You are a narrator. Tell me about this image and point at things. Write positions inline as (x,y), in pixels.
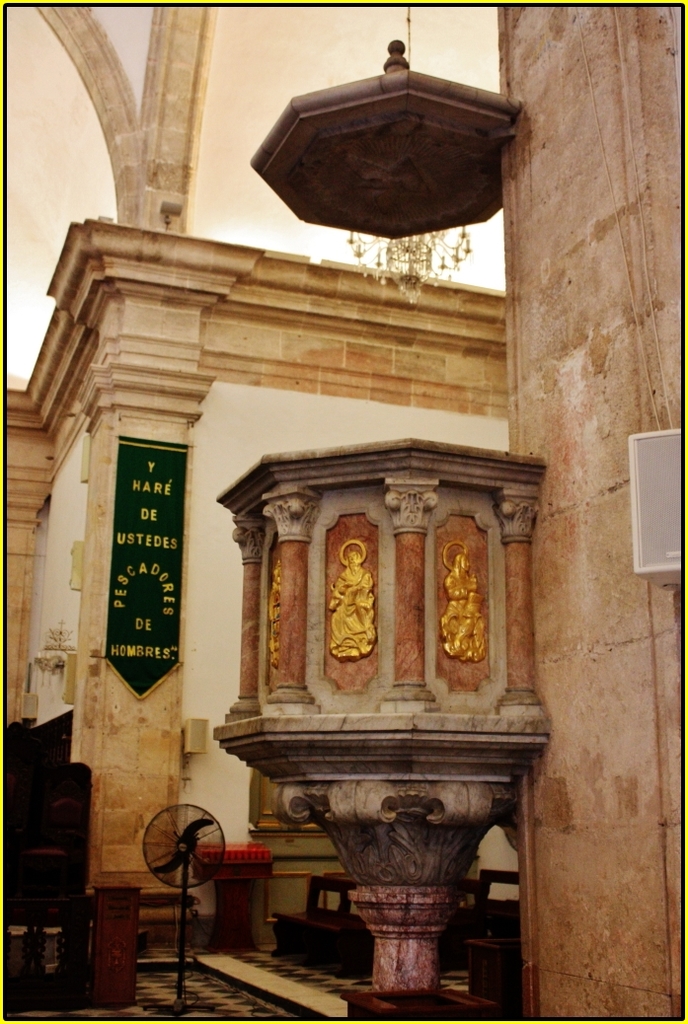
In this image I can see a wall (477,388) with some carvings (270,625) on it. I can see a table fan (199,870). There is some text (145,539) on the wall (181,424).
